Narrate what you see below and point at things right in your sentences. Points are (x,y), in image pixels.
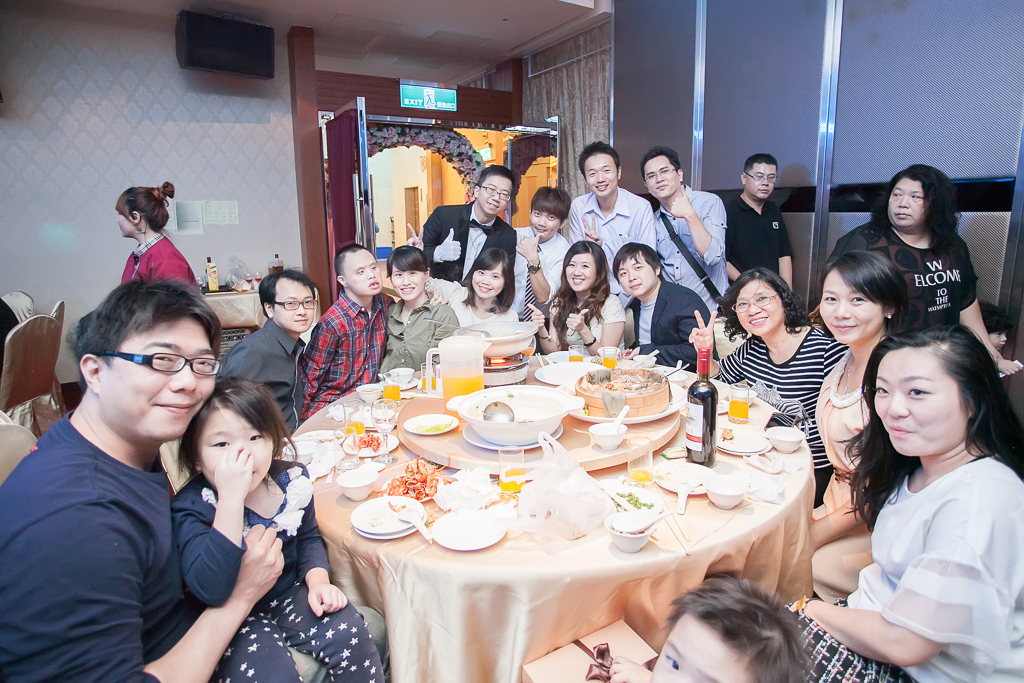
There are plates (464,428), bowls (471,416), food items (536,396) are present on the dining table (748,508) as we can see in the middle of this image (681,432). We can see a group of people (269,361) sitting around this table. There is a wall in the background (190,157). We can see a door (439,124) at the top of this image (356,131). There is one woman (142,243) present on the left side of this image (140,259). We can see a black color object (230,29) present at the top of this image (251,28).
